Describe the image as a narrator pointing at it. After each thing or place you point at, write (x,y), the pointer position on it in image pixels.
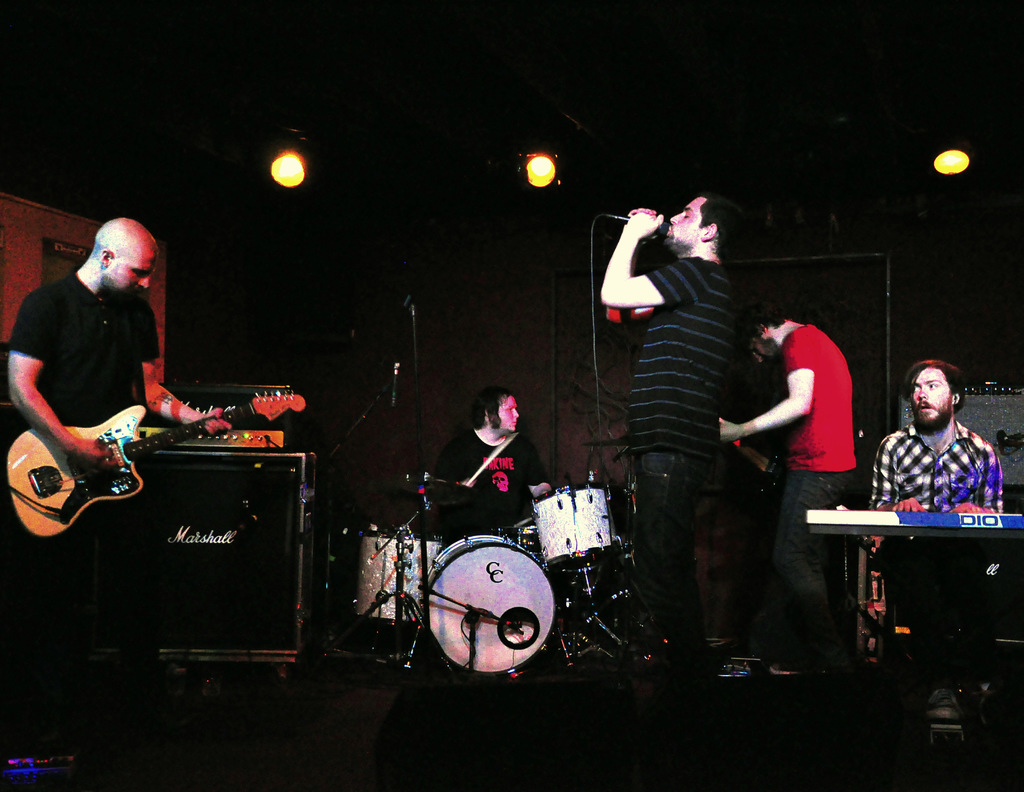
There is a group of people (465,526). They are playing a musical instruments (379,558).
